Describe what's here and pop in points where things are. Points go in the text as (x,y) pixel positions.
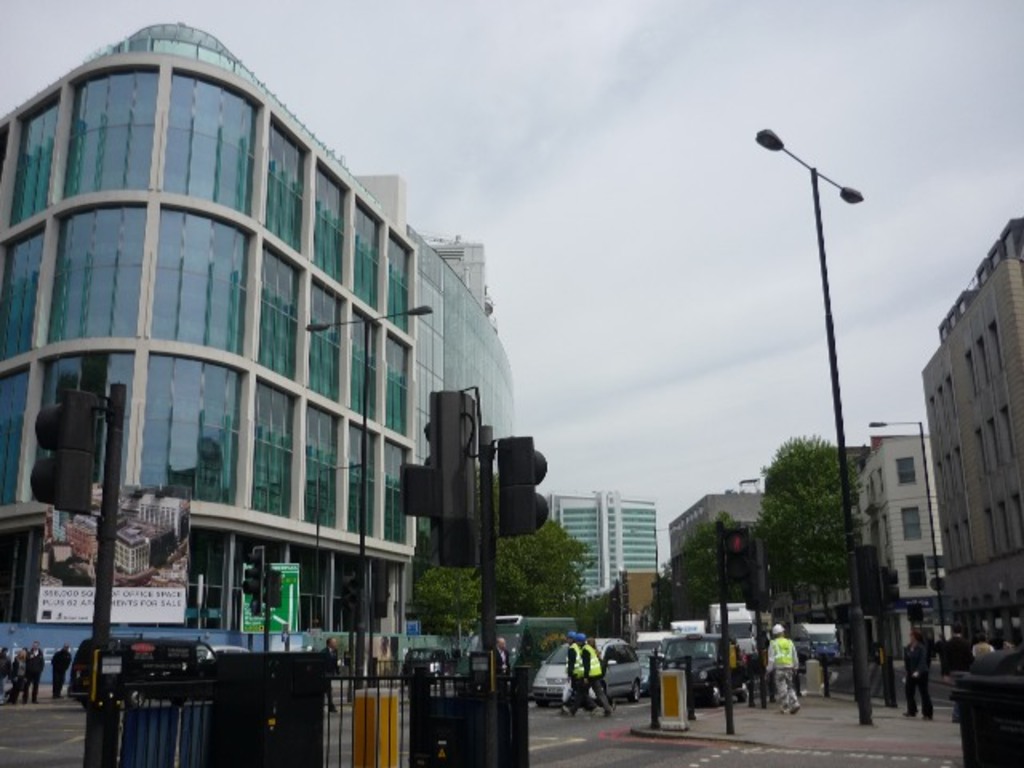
Here we can see fence (376,746) and traffic signals (521,470) on poles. There are people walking and we can see vehicles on the road (943,757). On the left side of the image (148,554) we can see hoarding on building (287,494) and right side of the image (993,716) we can see bin (993,716). In the background (536,421) we can see buildings (239,372), trees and sky (625,223).
